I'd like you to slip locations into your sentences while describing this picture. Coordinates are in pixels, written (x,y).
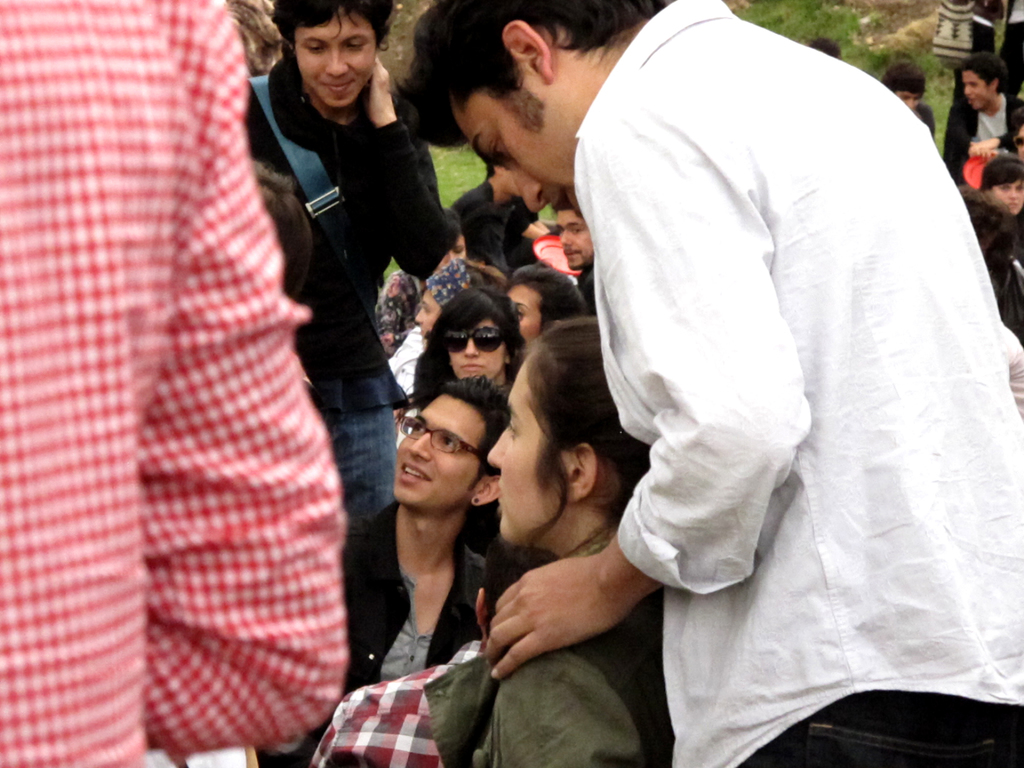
In this image I see number of people (818,360) and I see that this woman (427,347) is wearing black color shades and I see the red color things (543,253).
